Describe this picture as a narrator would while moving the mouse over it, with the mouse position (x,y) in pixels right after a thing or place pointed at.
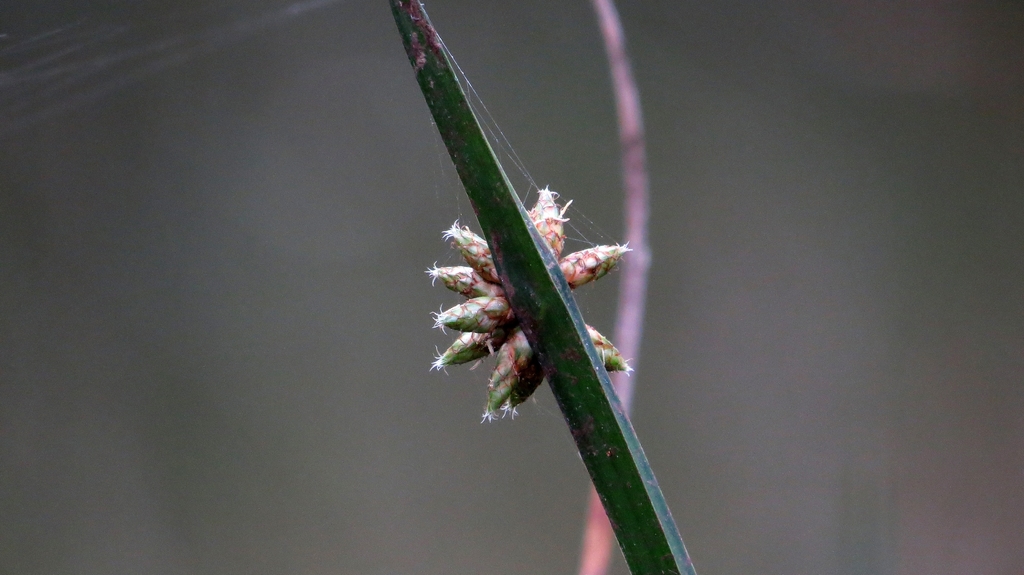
This image is taken outdoors. In this image the background (132,488) is gray in color. In the middle of the image (563,371) there is a stem (581,407) of a plant (566,260) and there are a few buds (486,308).
